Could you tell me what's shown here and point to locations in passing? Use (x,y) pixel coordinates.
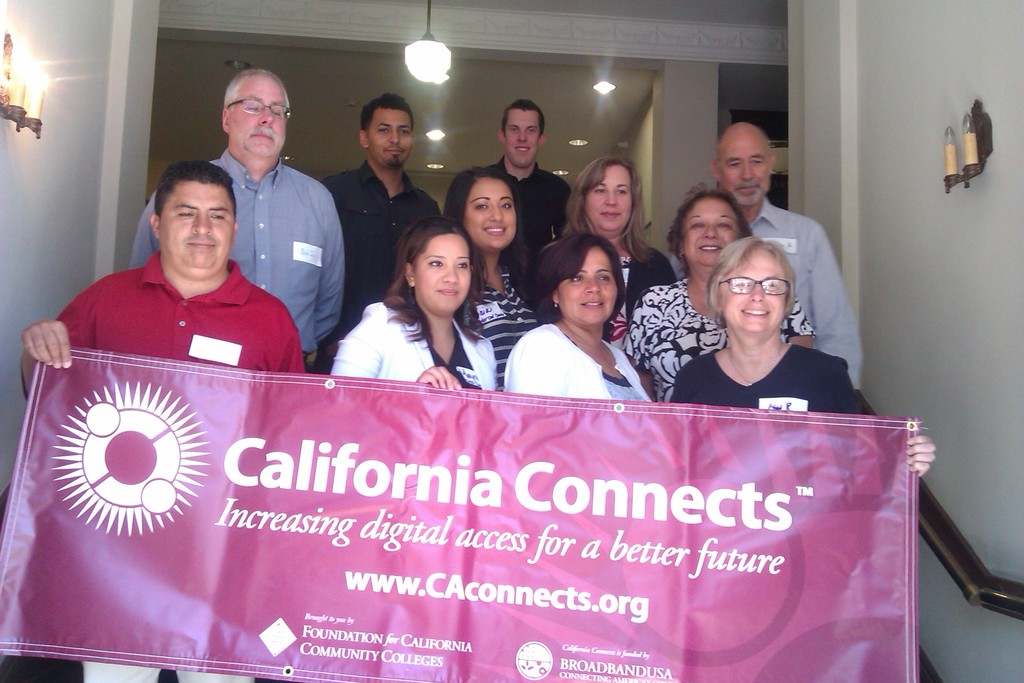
In this image, we can see a group of people (416,189) standing. In the front (185,312), we can see four people (423,342) are standing and holding a hoarding (543,531) in their hand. On the right side (1010,86), we can see a wall (977,186), lights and a wood rod (974,592). On the left side (76,222), we can also see a wall (91,110) and lights (9,96). In the background (171,48), we can see a light (443,70), roof (437,109) with few lights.
